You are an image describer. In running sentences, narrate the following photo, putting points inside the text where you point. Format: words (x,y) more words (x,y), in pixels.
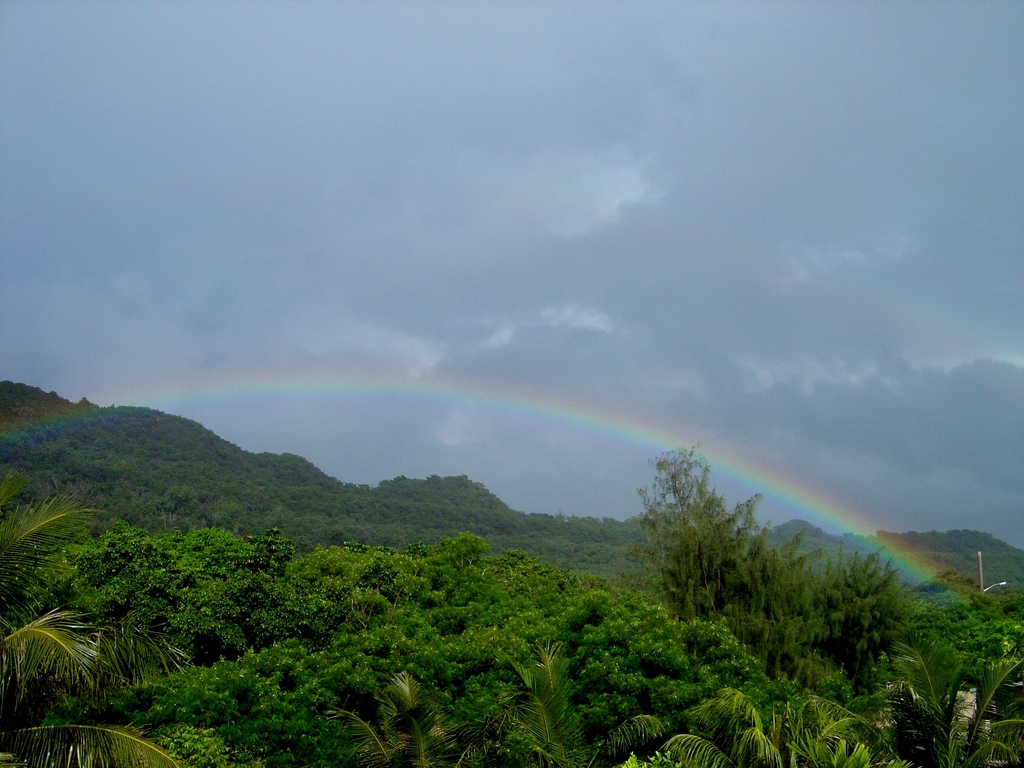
On the bottom of the image (746,571) we can see trees (479,656) and mountain (444,496). On the right (1007,586) there is a street light (978,583). Here we can see rainbow (94,412). On the top (456,80) we can see sky (742,293) and clouds (665,236).
